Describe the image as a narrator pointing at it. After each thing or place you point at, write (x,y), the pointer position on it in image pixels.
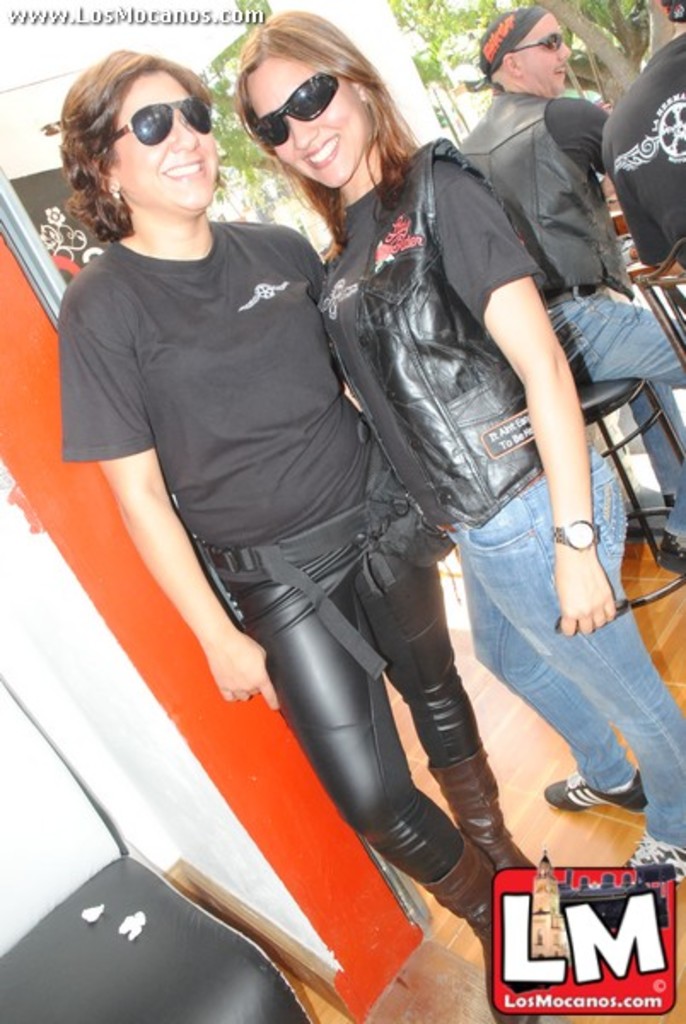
In the picture there are two people (342,440) standing and posing for the photo, behind them there are other people (497,149), trees (485,26) and a pillar (400,68). It looks like the picture is taken from some website.
